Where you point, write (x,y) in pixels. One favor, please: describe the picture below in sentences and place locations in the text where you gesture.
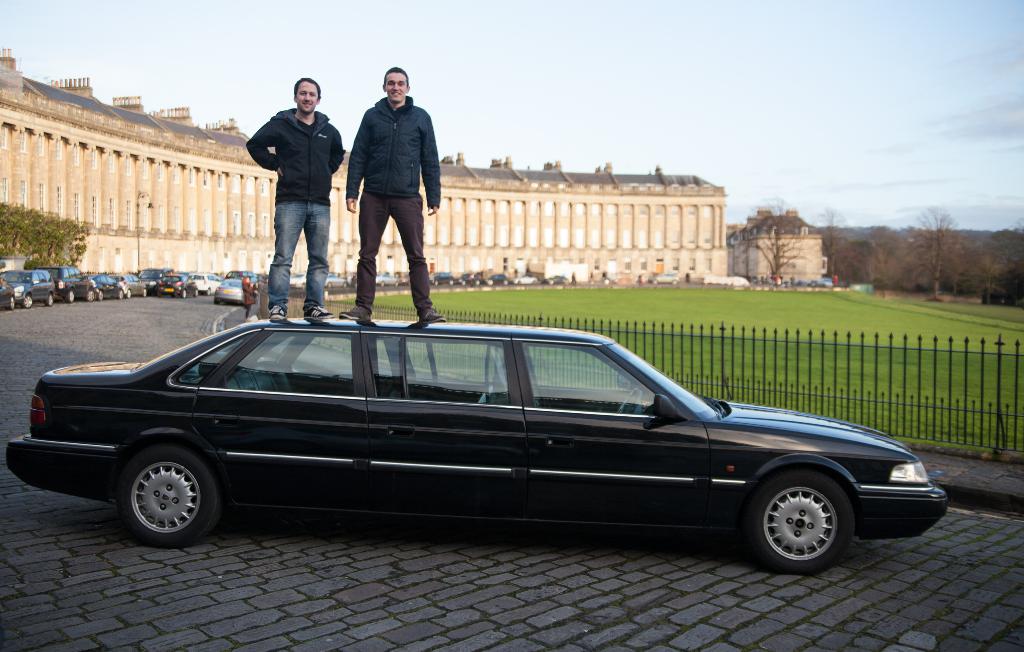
In this picture, we see two men (391,202) are standing on top of the black car (475,373). Beside that, we see the railing (772,352) and grass (695,331). Behind them, we see many cars (229,284) are parked on the road (428,583). On the left side (8,247), we see trees (24,251) and street lights (138,244). In the background (481,199), we see a building (583,200). There are trees (925,247) on the right side (969,252). At the top of the picture (808,76), we see the sky (704,111).
